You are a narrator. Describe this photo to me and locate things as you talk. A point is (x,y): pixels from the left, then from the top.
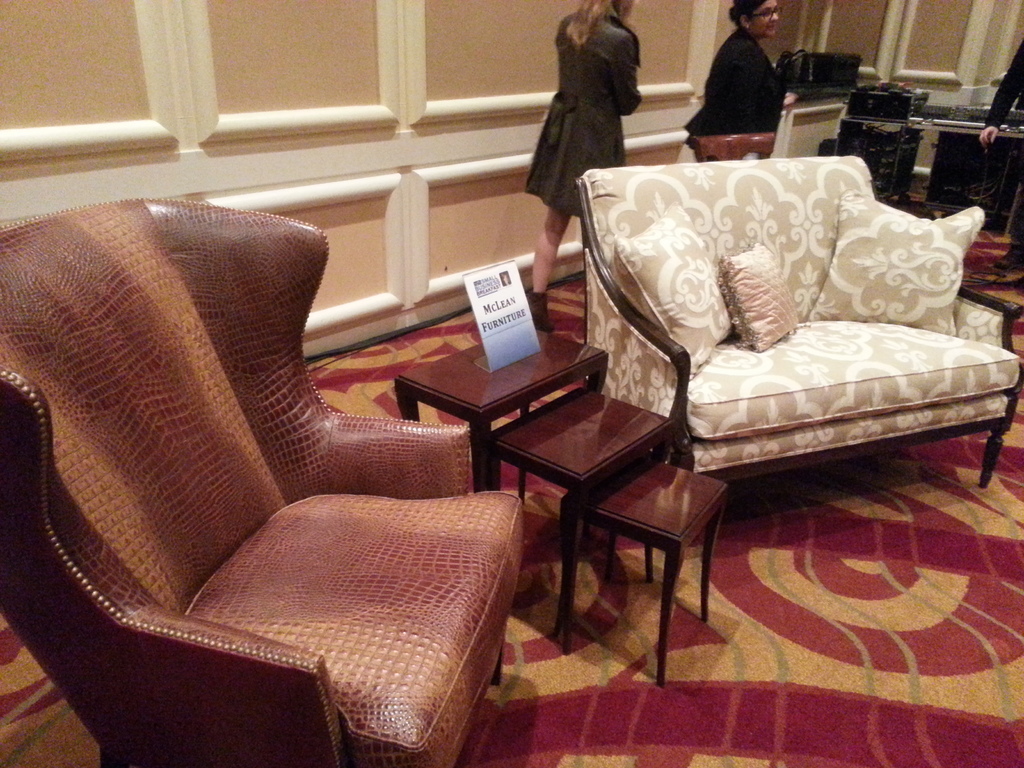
There are two sofas (334,444) which are different in color and there are three tables (557,410) in between the two sofas (407,482) and there are two persons (732,64) behind the sofa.
